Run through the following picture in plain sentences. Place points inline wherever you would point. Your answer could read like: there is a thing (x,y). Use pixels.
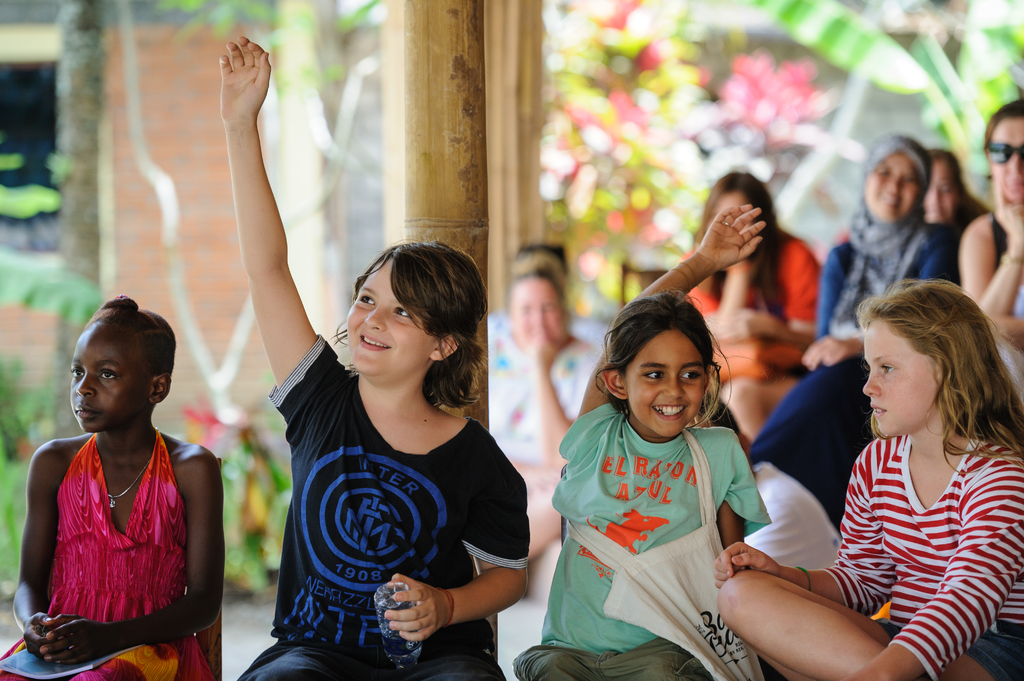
In the foreground of this image (726,499), there are girls (162,576) sitting on the chairs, among them two girls (522,545) are raising hands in the air and having smile (383,347) on their faces (390,358). In the background (456,124), a pole (459,93), there are persons (549,299) sitting on the chairs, few plants (968,51) and the wall (175,119) of a building (171,106).
